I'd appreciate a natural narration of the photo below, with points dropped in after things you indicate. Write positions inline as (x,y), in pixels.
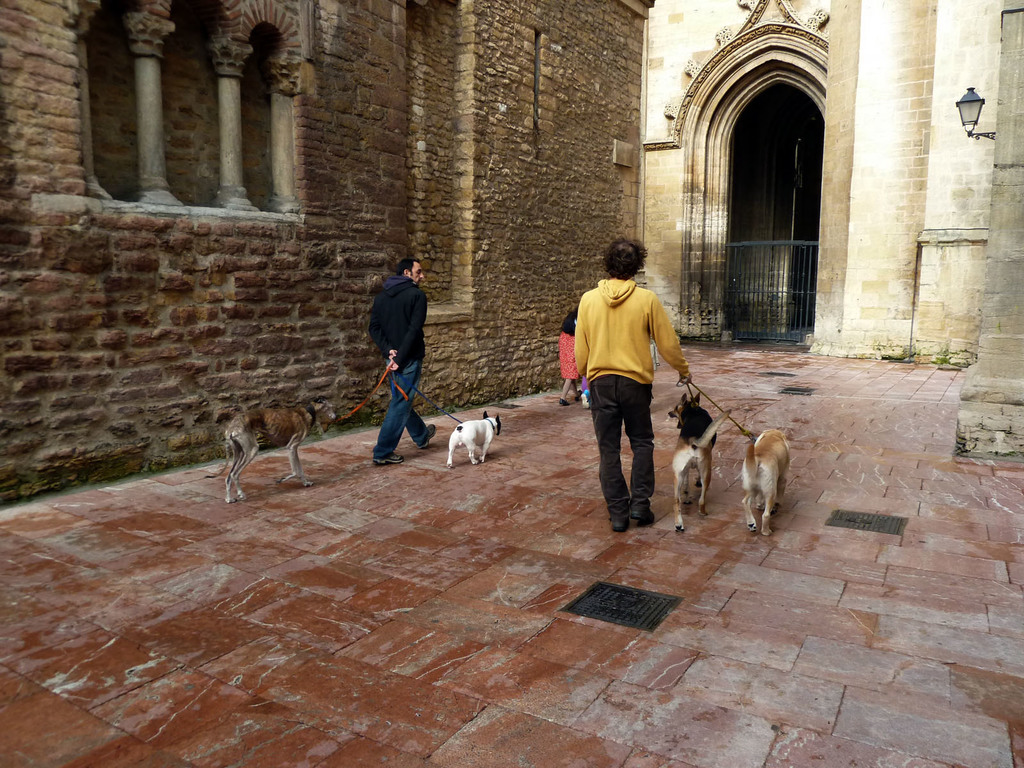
This picture shows a building (691,251) and we see two men (387,458), holding couple of dogs (292,418) in their hand (692,377) with the help of a string (407,397).
